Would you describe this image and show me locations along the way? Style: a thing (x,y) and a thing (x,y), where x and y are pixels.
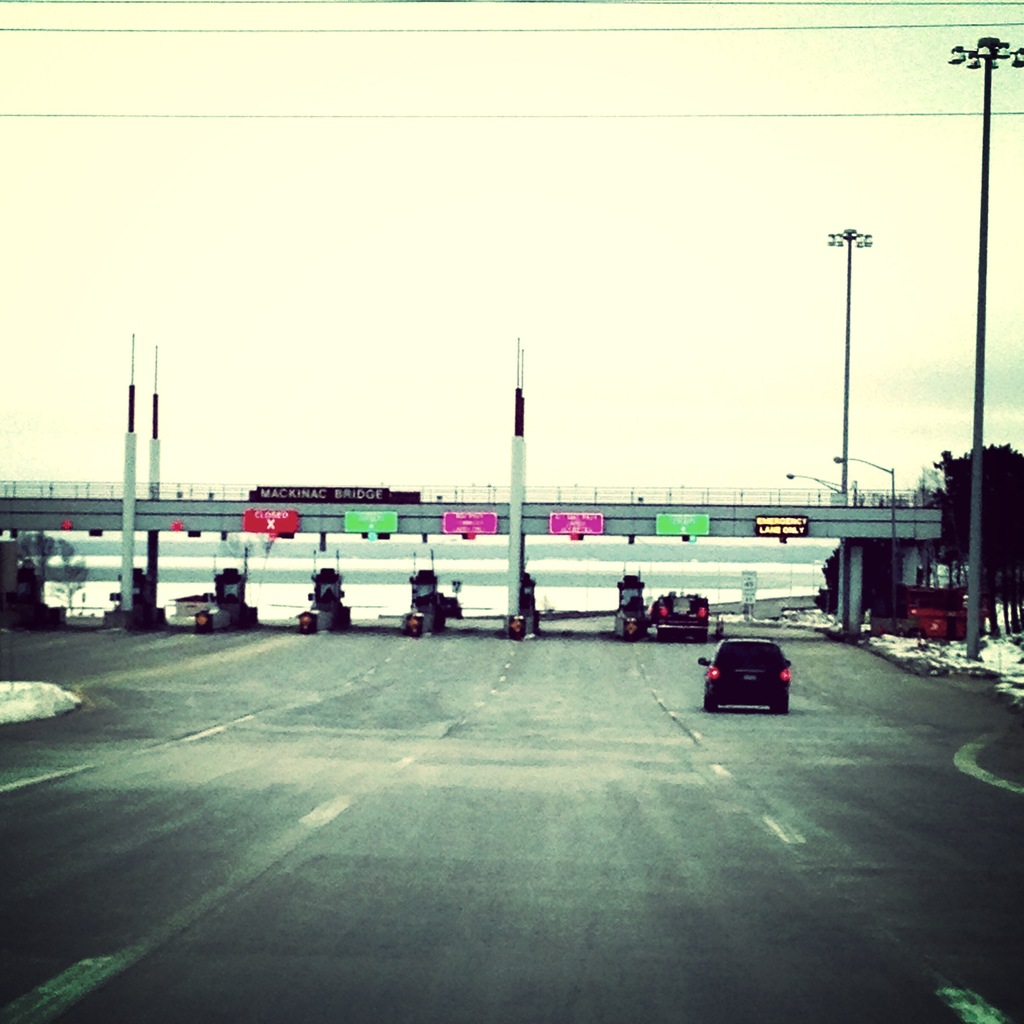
In this image there are a few vehicles (774,686) moving on the road (628,959), there are a few toll gates (444,599), above them there is a bridge (787,489), there are two poles (973,561), trees (1006,595) and in the background (643,221) there is the sky (420,310).
